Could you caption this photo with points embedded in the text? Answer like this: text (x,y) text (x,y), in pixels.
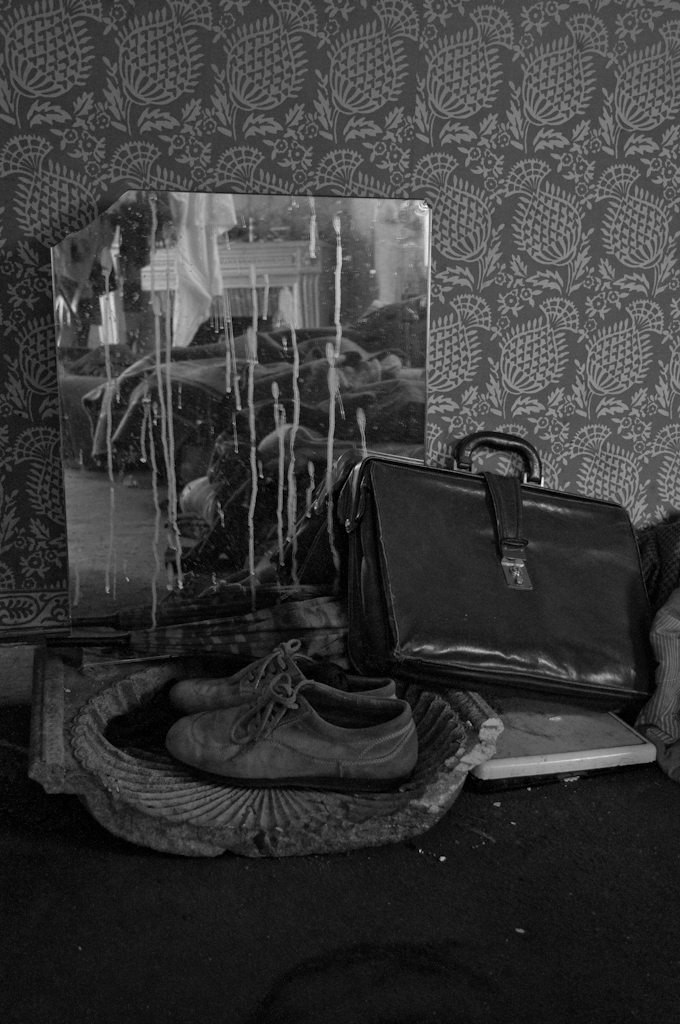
This picture shows a pair of shoes (239,677) and a bag (503,661) and a mirror (315,448) on the floor (221,865).
